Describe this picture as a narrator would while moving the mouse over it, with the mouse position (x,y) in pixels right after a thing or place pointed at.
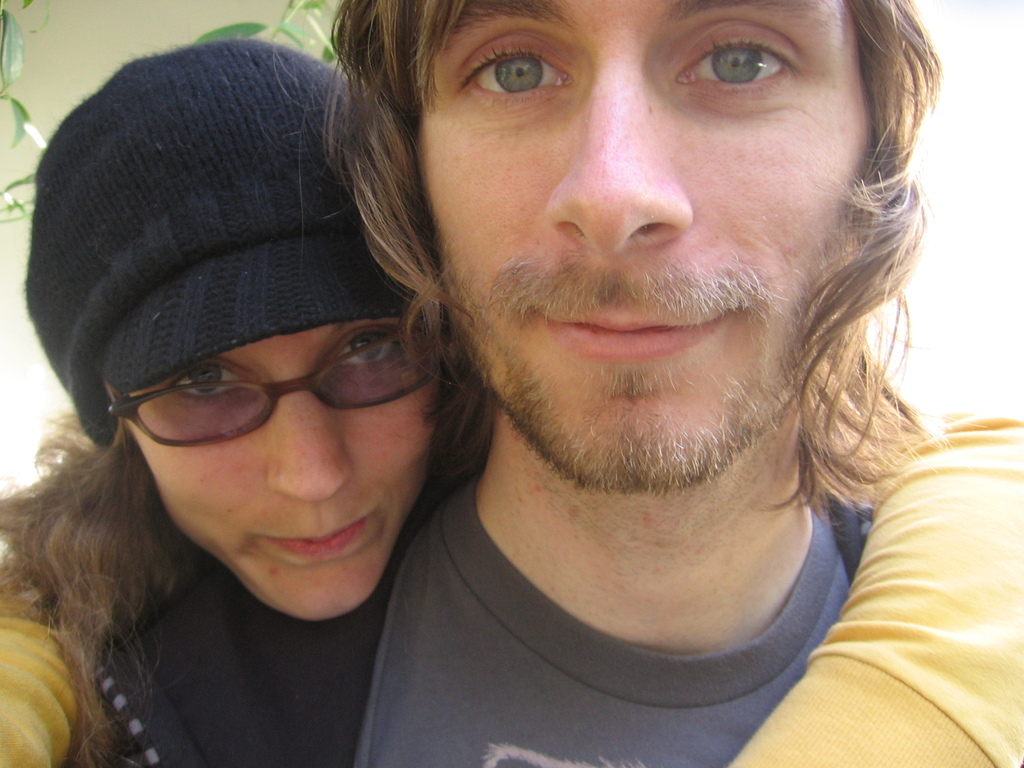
This is a zoomed in picture. On the right (753,273) there is a man (593,633) seems to be wearing t-shirt (483,627) and standing. On the left (187,374) we can see a person (108,465) wearing a hat (189,304), spectacles (208,388) and seems to be standing. In the background (132,32) we can see the wall (48,59) and some green leaves (10,61).
